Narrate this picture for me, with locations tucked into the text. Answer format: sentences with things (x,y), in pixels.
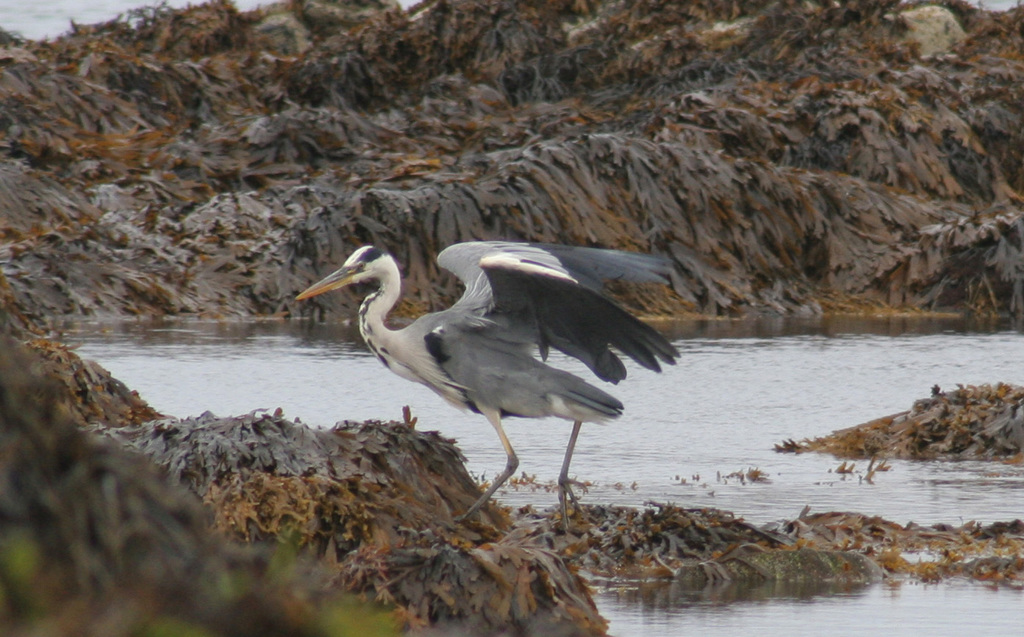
This picture shows a crane (491,292) and we see water (253,382) and the crane (481,370) is white and black in color.
